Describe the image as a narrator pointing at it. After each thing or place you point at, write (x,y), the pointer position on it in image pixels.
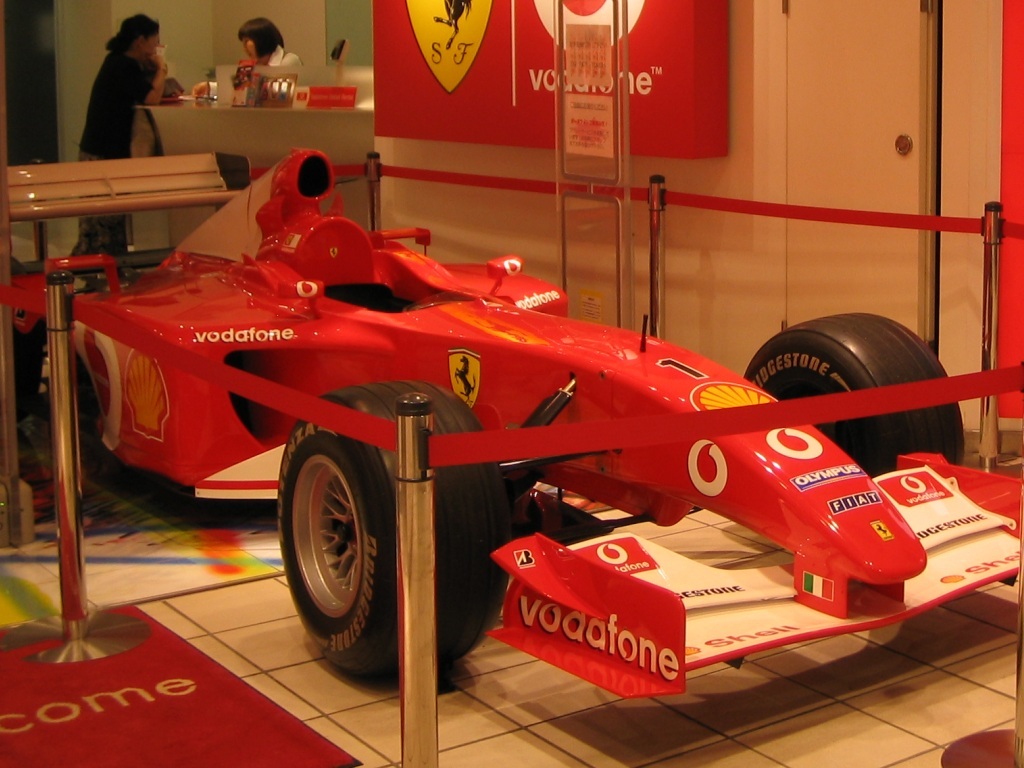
In this picture, we see a red color sports car (452,286). Beside that, we see the barrier poles (61,319). At the bottom (348,710), we see the floor (264,652) and a carpet (218,722) in red color. On the left side (189,190), we see a bench (178,201) and two women (122,81) are standing. In front of them, we see a table (257,119) on which a name board (339,92) and the objects (272,82) are placed. In the background (748,49), we see a white wall (682,175) and a board (644,140) in white, yellow and red color with some text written on it.
